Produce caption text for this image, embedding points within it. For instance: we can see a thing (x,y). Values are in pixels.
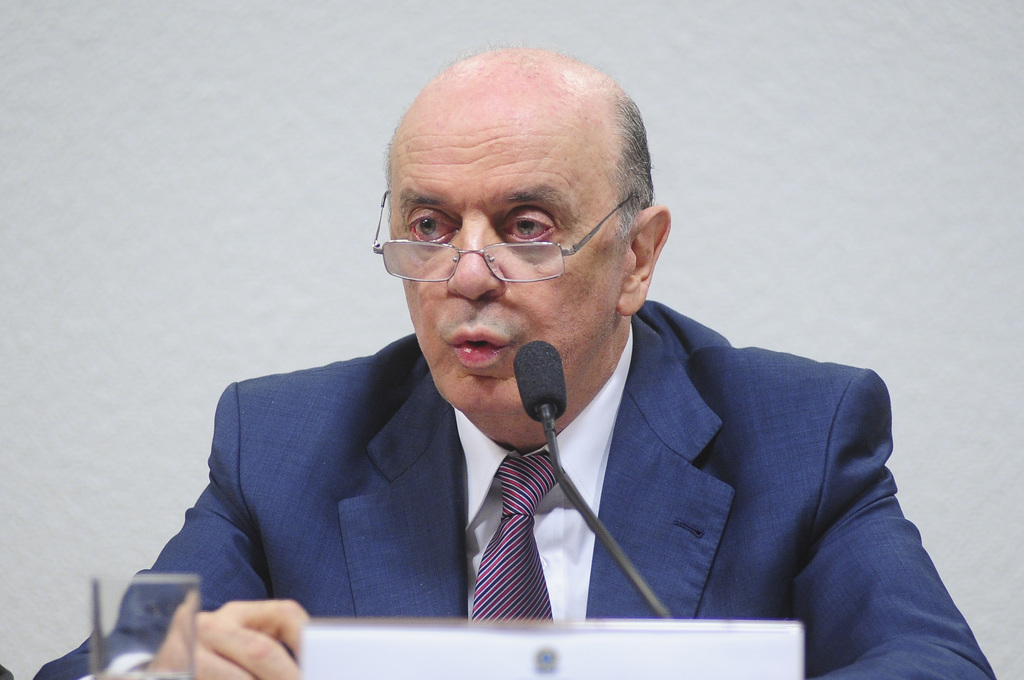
There is a person (712,345) in a suit (761,475), wearing a white color shirt (596,469) and tie (522,478), sitting and speaking in front of table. On which, there is a glass (140,631), name board (531,632) and a mic (520,369). In the background (535,36), there is white wall (822,58).
